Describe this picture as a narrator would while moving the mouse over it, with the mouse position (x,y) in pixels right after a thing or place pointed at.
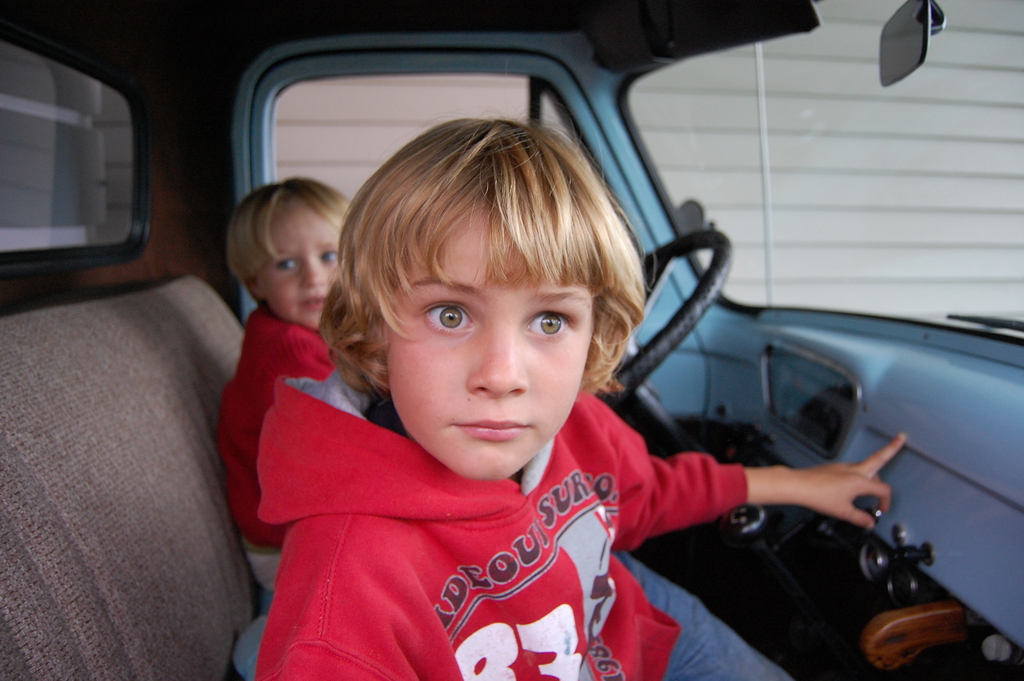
This 2 kids (435,324) are sitting inside a vehicle (757,357). Steering (650,395) in black color.
